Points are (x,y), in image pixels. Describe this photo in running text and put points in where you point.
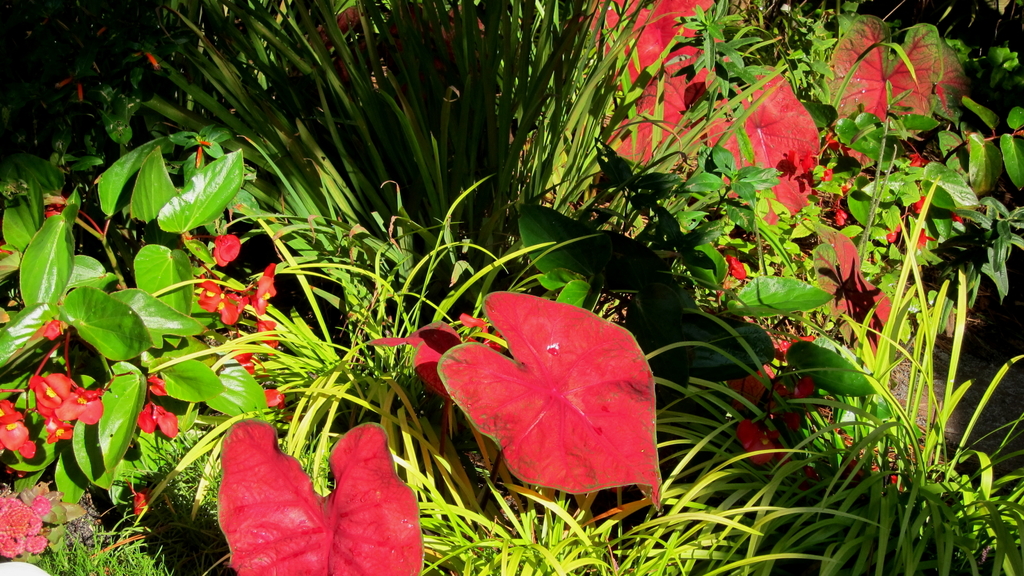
In the image we can see the grass plants (465,172) and the leaves (499,447).
